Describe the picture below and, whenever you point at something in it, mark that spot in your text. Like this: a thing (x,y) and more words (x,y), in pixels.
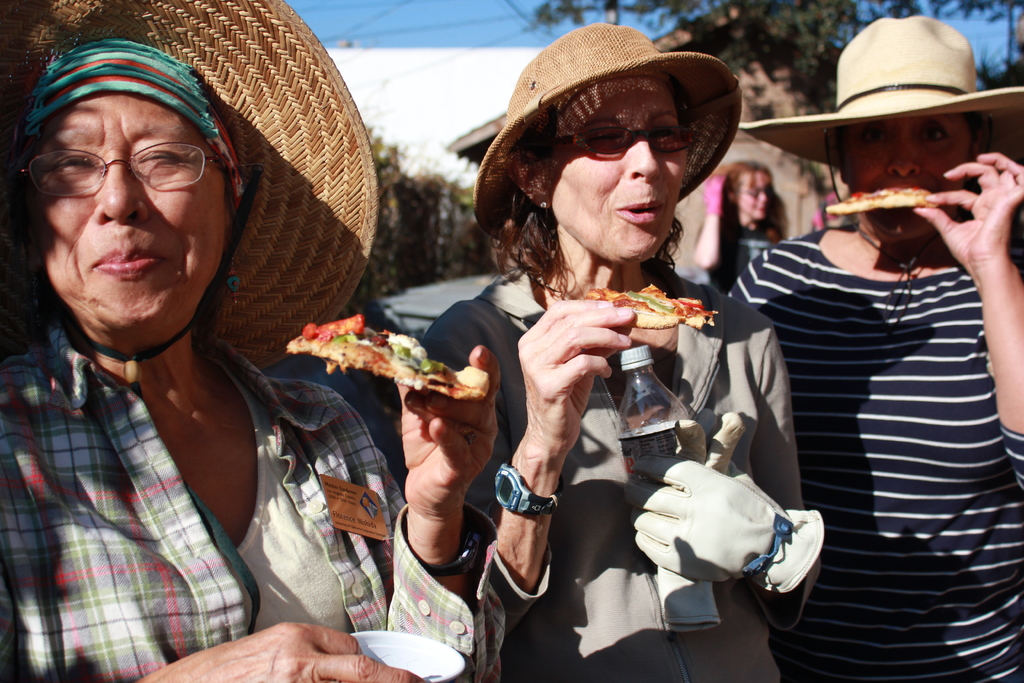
In the picture we can see group of women (832,310) wearing hats (248,108) and having some food item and in the background of the picture (363,285) there are some trees (430,261), there is clear sky (419,17).
